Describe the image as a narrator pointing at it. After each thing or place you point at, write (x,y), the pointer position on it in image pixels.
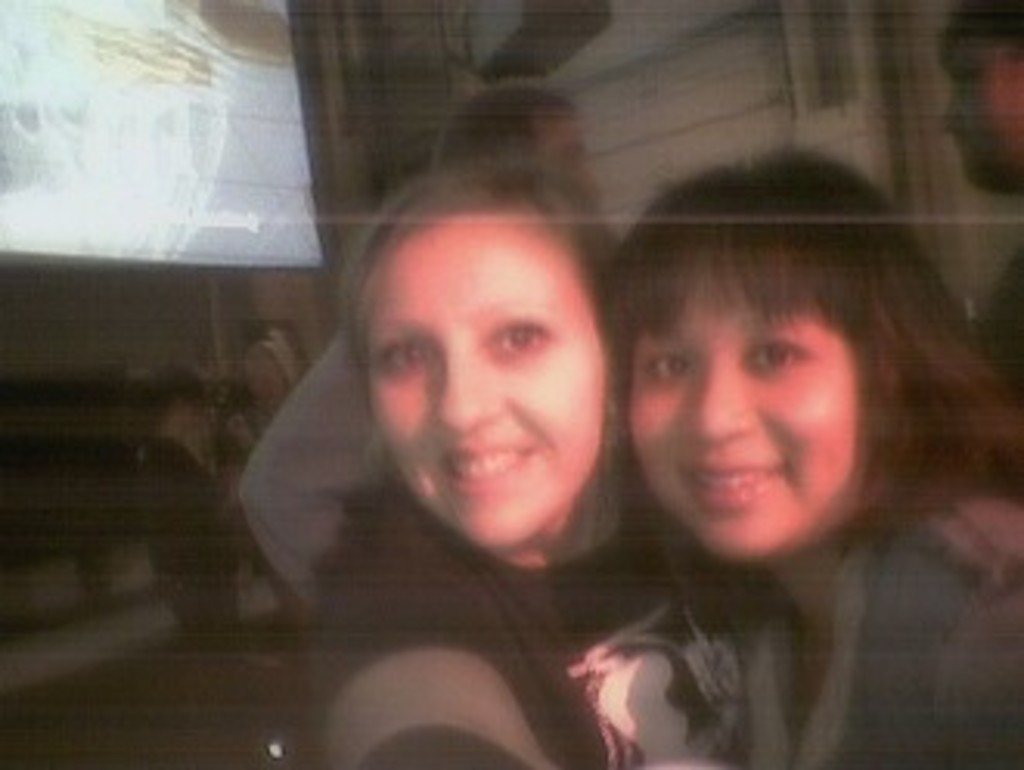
In this image we can see two ladies (524,472) smiling. In the background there are people (989,159) standing. On the left (261,238) there is a board (155,258) and a wall (142,275).
